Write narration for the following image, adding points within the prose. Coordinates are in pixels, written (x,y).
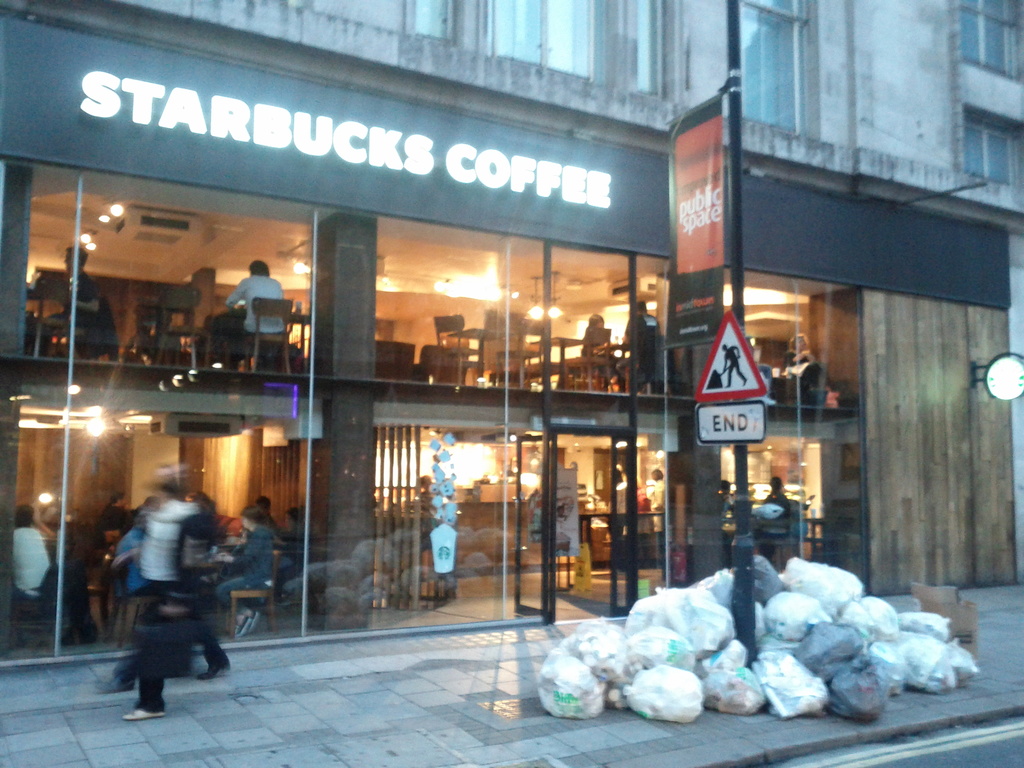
In this image I can see the building (956,216), in the building (131,202) I can see chairs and tables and on the chair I can see person (129,537), in front of the building (63,562) persons (179,470) and signboard (667,323) and I can see bags (570,710) kept on the floor (442,657).
